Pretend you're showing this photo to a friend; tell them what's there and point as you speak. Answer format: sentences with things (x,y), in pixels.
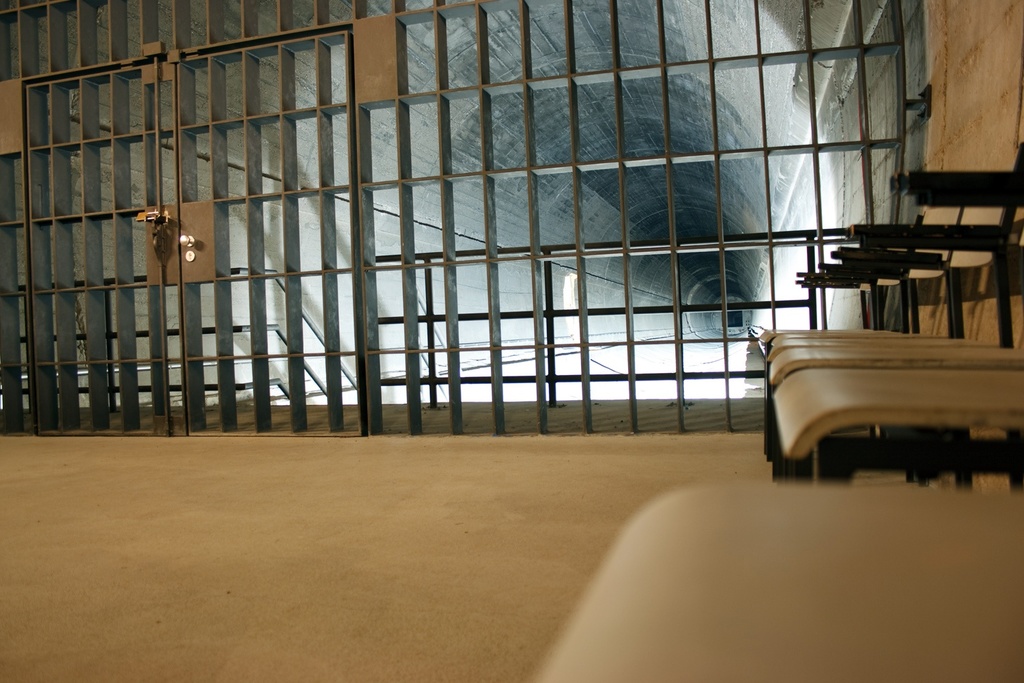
In this image there are some chairs (978,602) on the ground (536,455), beside that there is a gate (8,395) and cave (666,398).
